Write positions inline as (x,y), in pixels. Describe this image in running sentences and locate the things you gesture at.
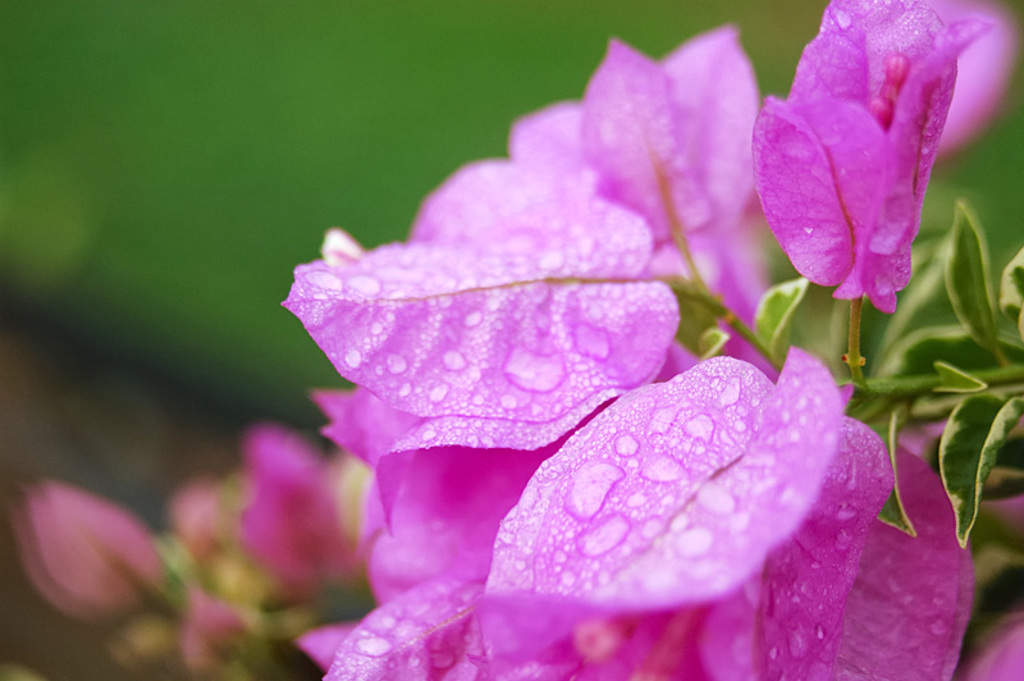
In this picture I can see the flowers (658,177) which are of pink color and I see the water droplets (648,322) and I can see few green color leaves (951,454). I see that it is totally blurred in the background (280,211).
